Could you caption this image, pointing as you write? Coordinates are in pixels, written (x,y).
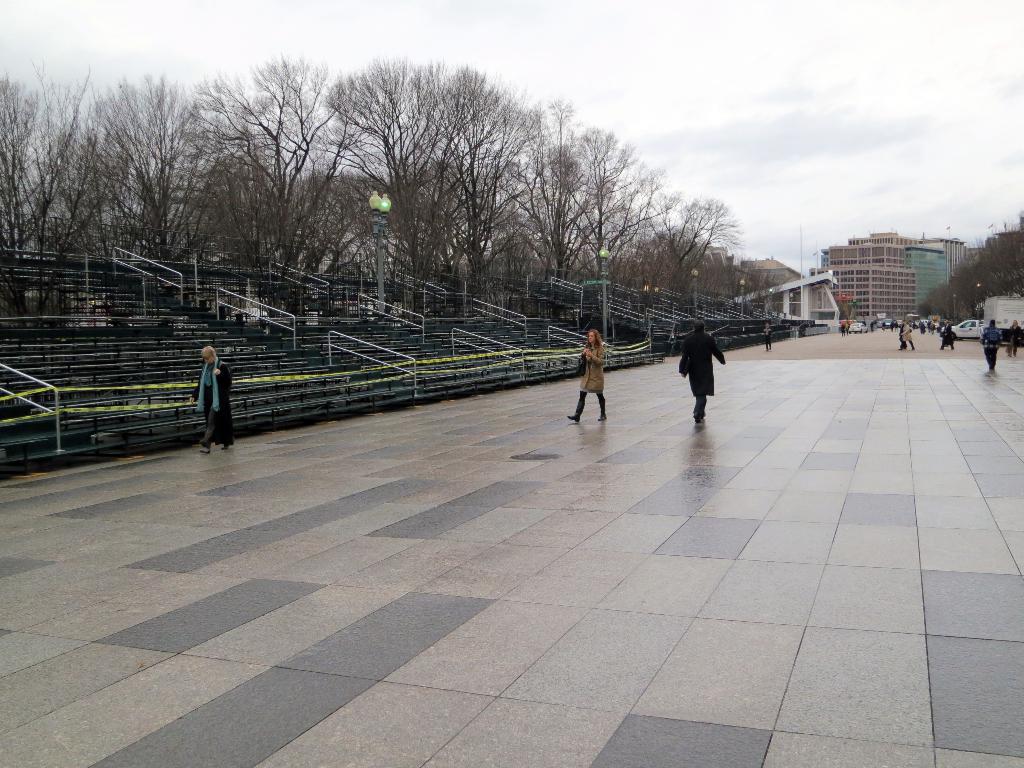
In this picture there is a woman (591,362) who is wearing jacket (597,379), trouser (600,404) and shoes (581,413). She is holding a mobile phone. On the left (221,372) there is another woman (222,377) who is wearing black dress (224,412) and walking near to the stairs (345,399). In the background (1009,318) we can see buildings (772,278) and cars (969,324). On the top (815,58) we can see sky (734,95) and clouds (852,96). On the left (268,118) we can see many trees (364,222) and street light (380,259).
